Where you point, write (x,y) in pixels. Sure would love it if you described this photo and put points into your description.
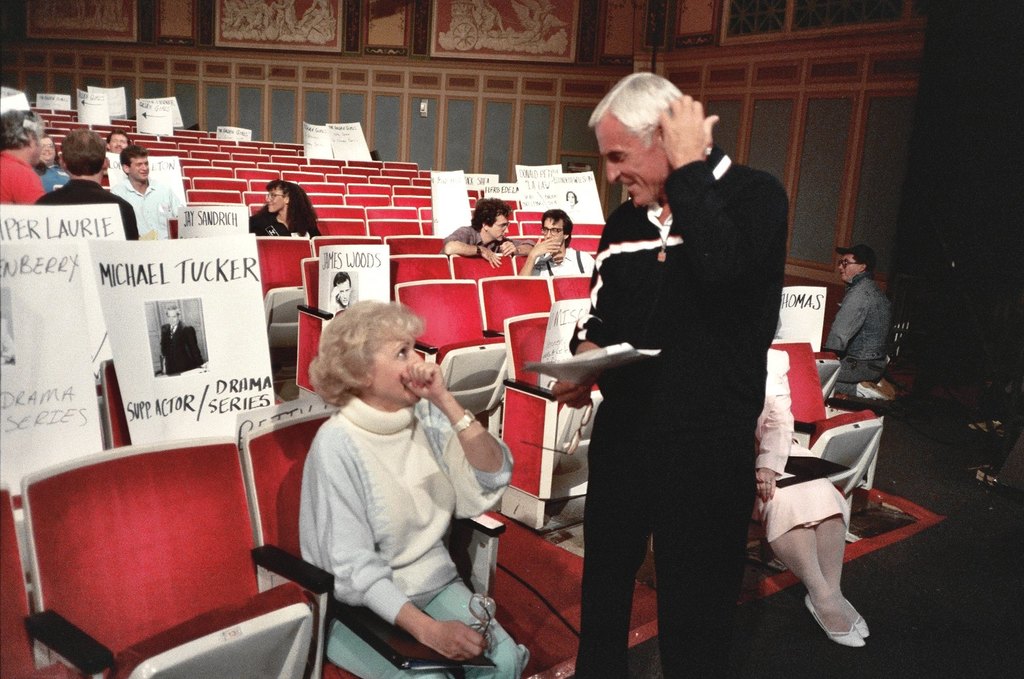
In this picture we can see a man (708,361) wearing black dress (695,412) and standing in the front (669,414) and talking with the woman (429,459) sitting on the red chair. Behind there are some girls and boys (133,192) sitting on the chairs (206,182) with white paper boards (195,286). Behind there is a wooden paneling wall (446,110) and art frames (444,40).
